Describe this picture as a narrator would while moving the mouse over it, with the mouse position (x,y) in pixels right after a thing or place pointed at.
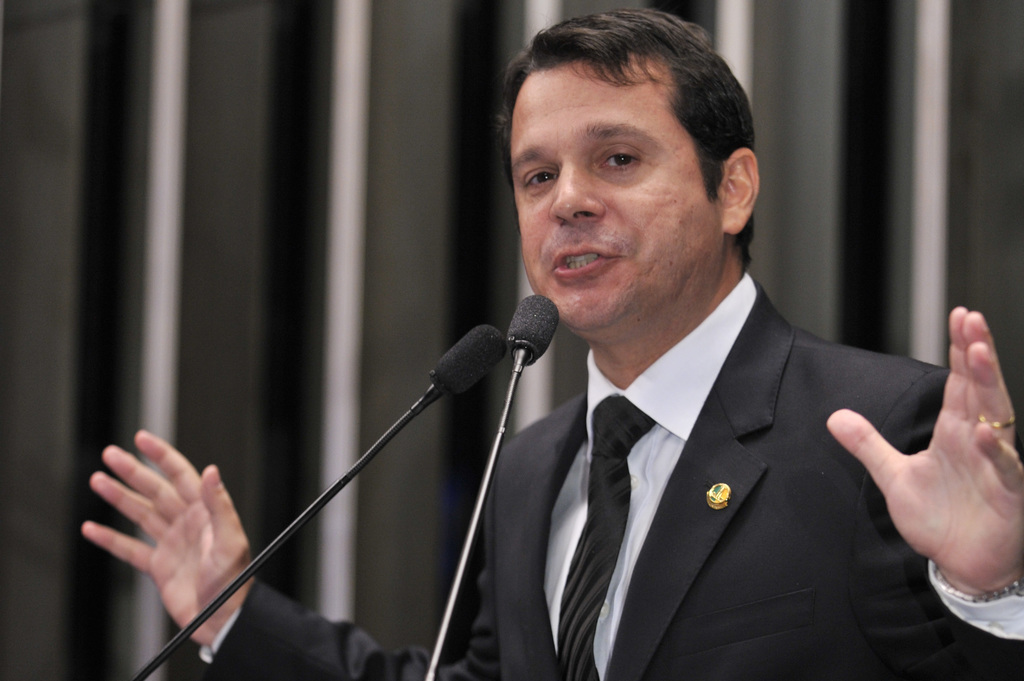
In this image we can see a man (644,472). In front of him there are mics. In the background (330,227) it is looking blur.
